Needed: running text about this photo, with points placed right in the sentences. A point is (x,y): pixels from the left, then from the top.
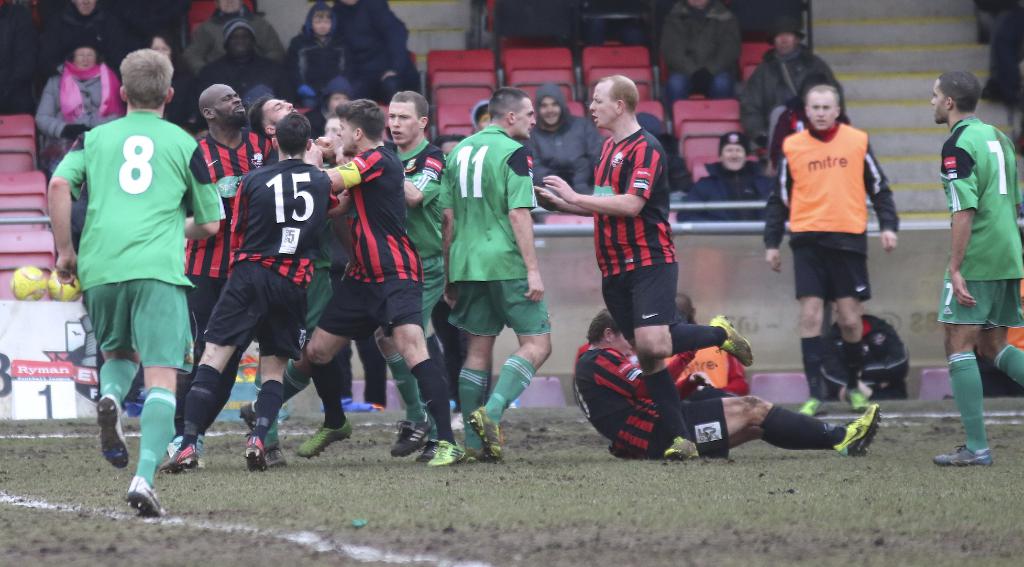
In this image we can see players (805,290) standing on the ground (403,489). In the background (85,391) there is a fencing (712,230), crowd (679,86), chairs (456,90), stairs (881,91) and wall (697,238).
